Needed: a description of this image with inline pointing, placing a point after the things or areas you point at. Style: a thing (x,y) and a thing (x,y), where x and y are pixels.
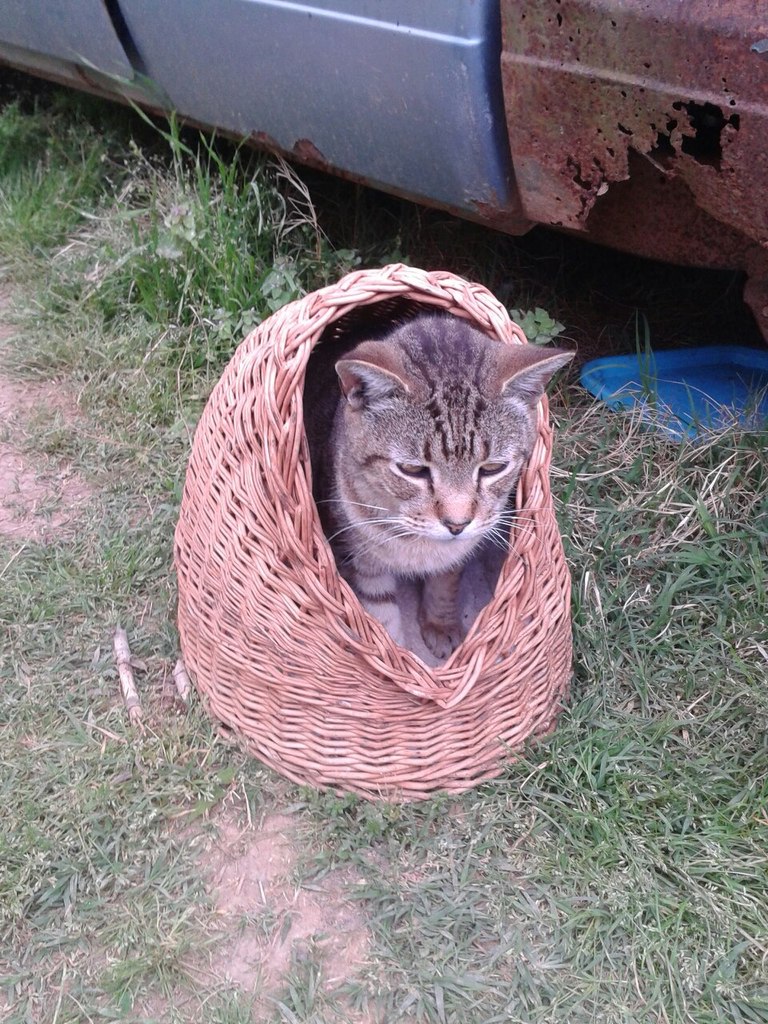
In the middle of the image (402,465), there is a cat (424,368) sitting in the wooden basket (321,707). Which is placed on the ground (103,691), on which there is grass (103,731). Beside this basket (539,570), there is a vehicle (206,40).
